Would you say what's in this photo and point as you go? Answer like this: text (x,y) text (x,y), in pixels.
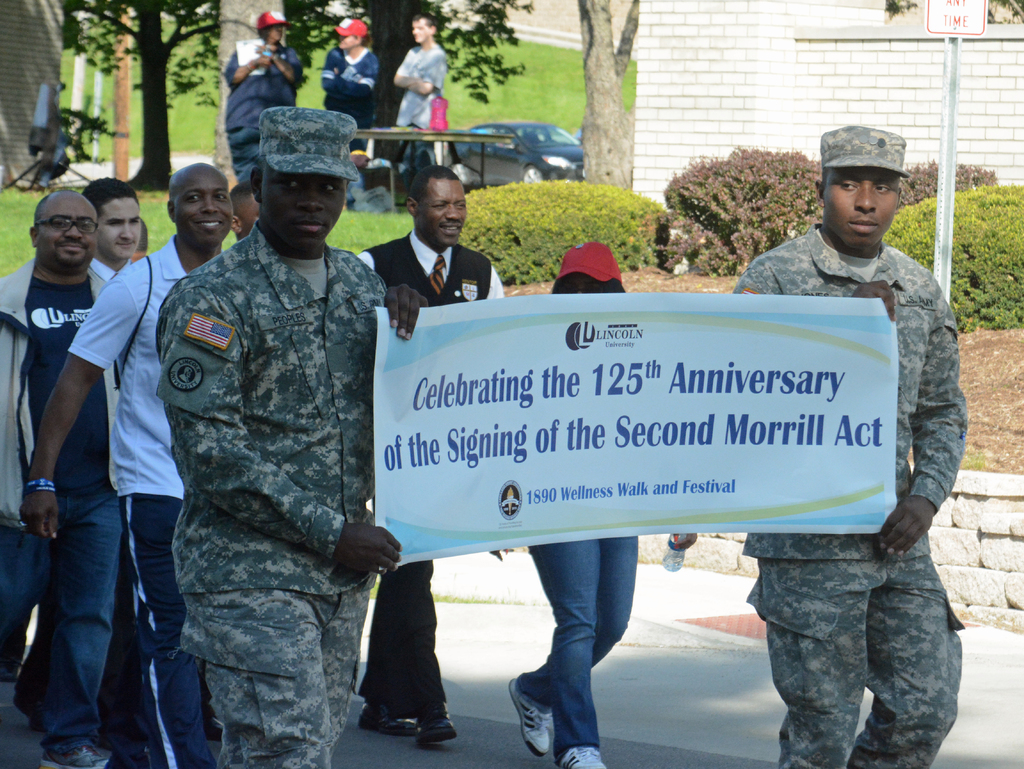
In this image there are a group of people (93,416) are holding a board (588,464) and walking, and in the background (259,106) there are some vehicles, trees (251,31), some people (412,110), buildings (778,32), plants (925,190), grass (553,85) and sand (995,455) and there is a wall (1013,484). At the bottom (450,663) there is a walkway (658,677).
